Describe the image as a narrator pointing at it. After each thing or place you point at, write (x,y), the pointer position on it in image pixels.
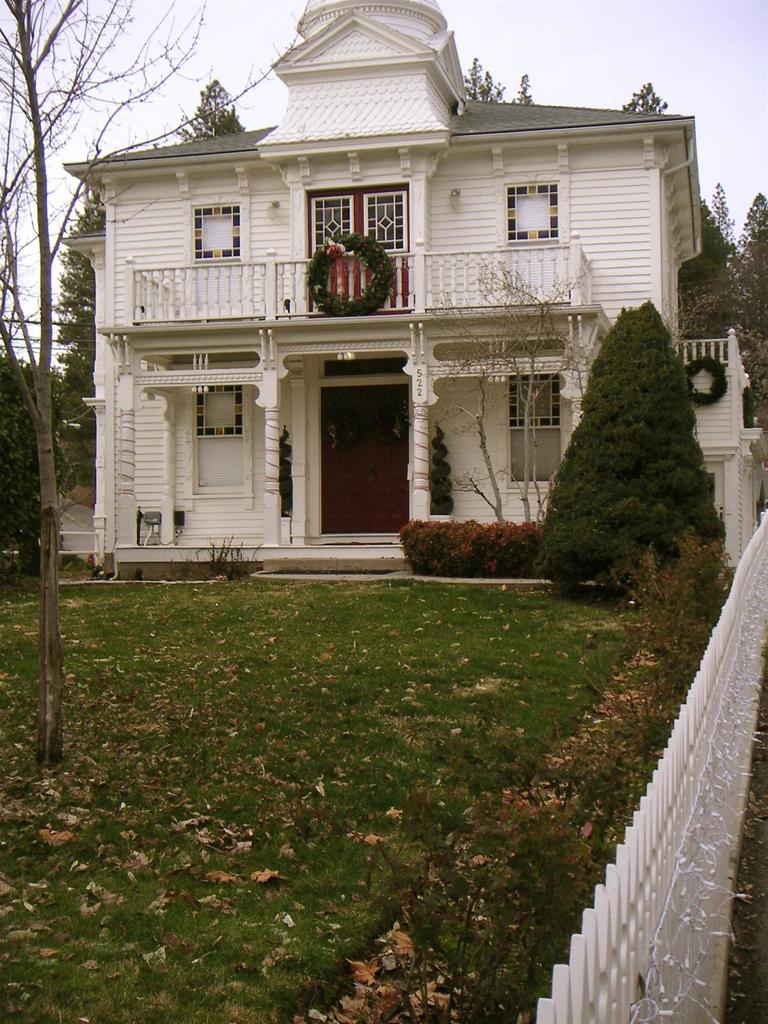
In this image we can see a building (485,233) with windows (210,456), pillars (272,343), barricade (394,310) and the roof (520,115). On the right side of the image (756,573) we can see a fence (732,625), a group of plants (607,735) and grass (281,930). In the background (707,295), we can see a group of trees (707,330) and the sky (737,59).
